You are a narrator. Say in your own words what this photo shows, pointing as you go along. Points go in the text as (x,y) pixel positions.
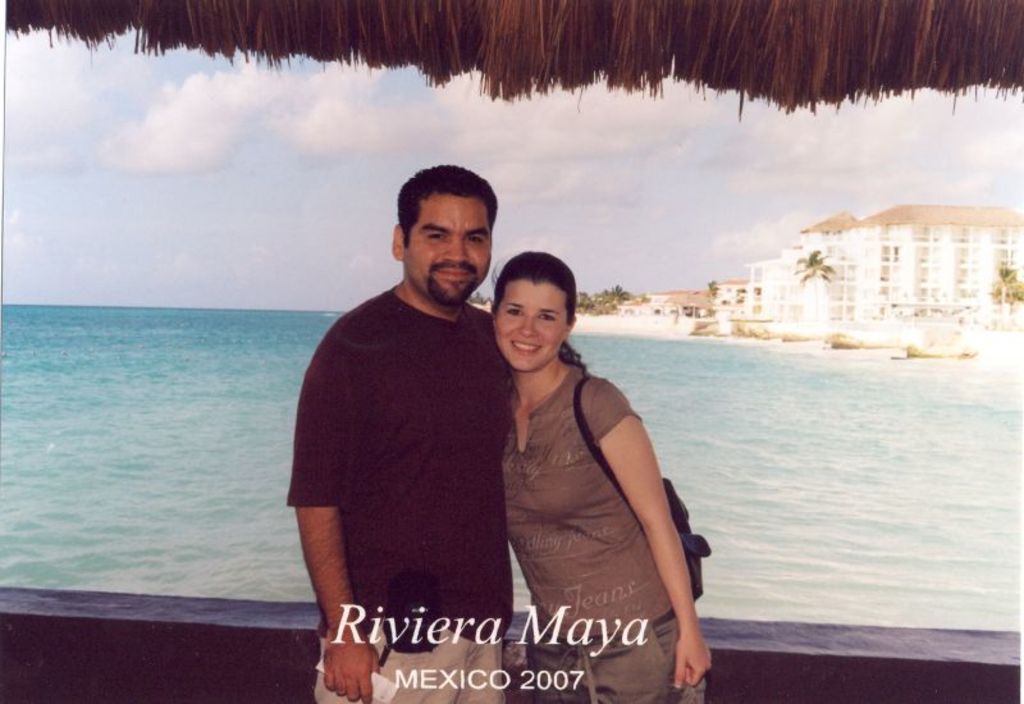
In this picture we can see there are two people (322,514) standing on the path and behind the people (501,482) there is water (707,398), buildings (717,286), trees (603,306) and a sky (650,154). On the image there is a watermark (476,654).
